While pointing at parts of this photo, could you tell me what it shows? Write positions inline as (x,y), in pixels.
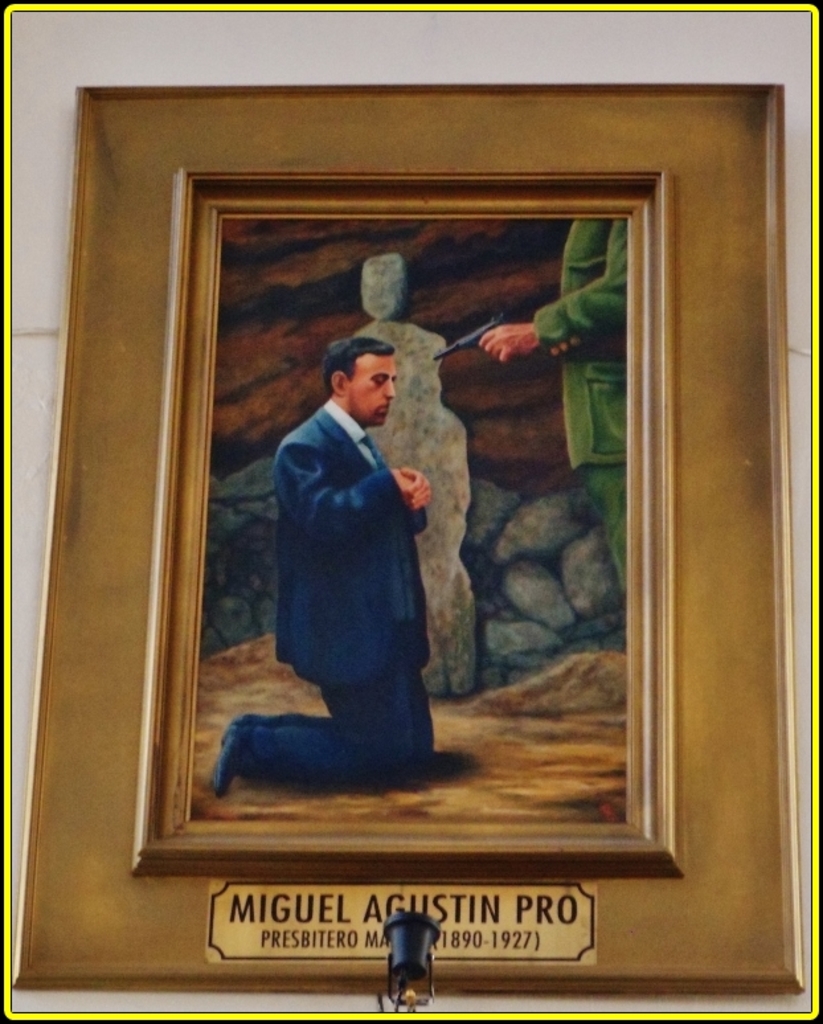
In this image there is a photo frame (314,564) with a picture (392,430) of a person (370,548) on the wall (269,1011), at the bottom of the photo frame (353,880) there is text (537,918) and numbers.
